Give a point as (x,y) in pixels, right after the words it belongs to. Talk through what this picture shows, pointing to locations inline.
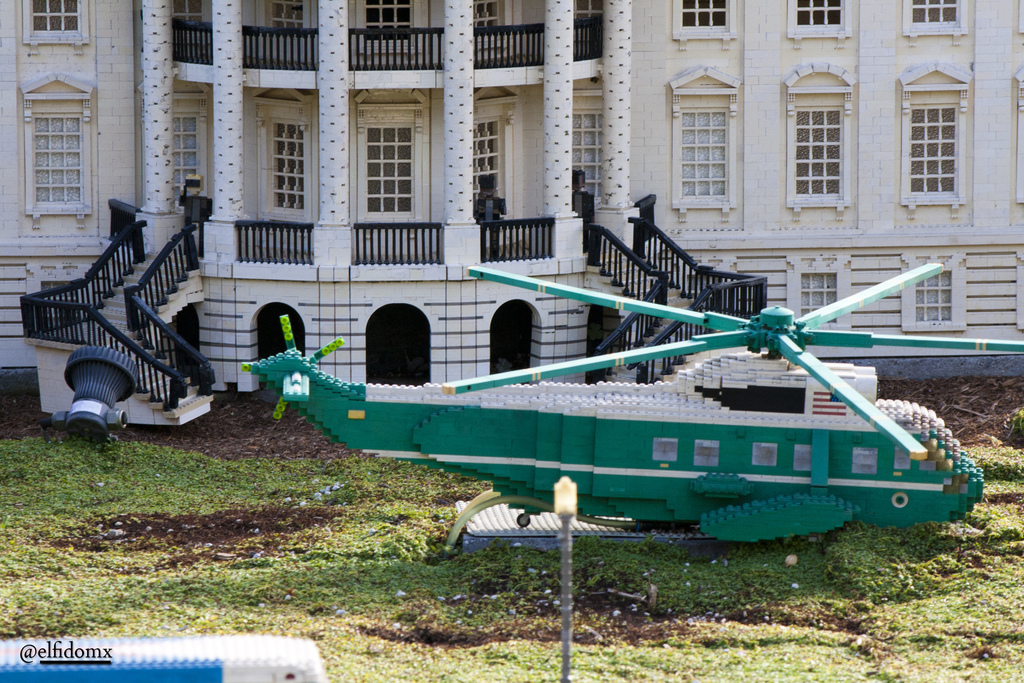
In this image there is a building (474,173) truncated, there are windows (38,144), there is the door (388,156), there is a staircase (138,302), there are objects (105,391) on the ground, there is grass (513,593), there is an object (143,666) truncated towards the left of the image (124,658), there is text (64,657), there is a pole (564,644) truncated, there is a sculpture of the helicopter (679,418).
